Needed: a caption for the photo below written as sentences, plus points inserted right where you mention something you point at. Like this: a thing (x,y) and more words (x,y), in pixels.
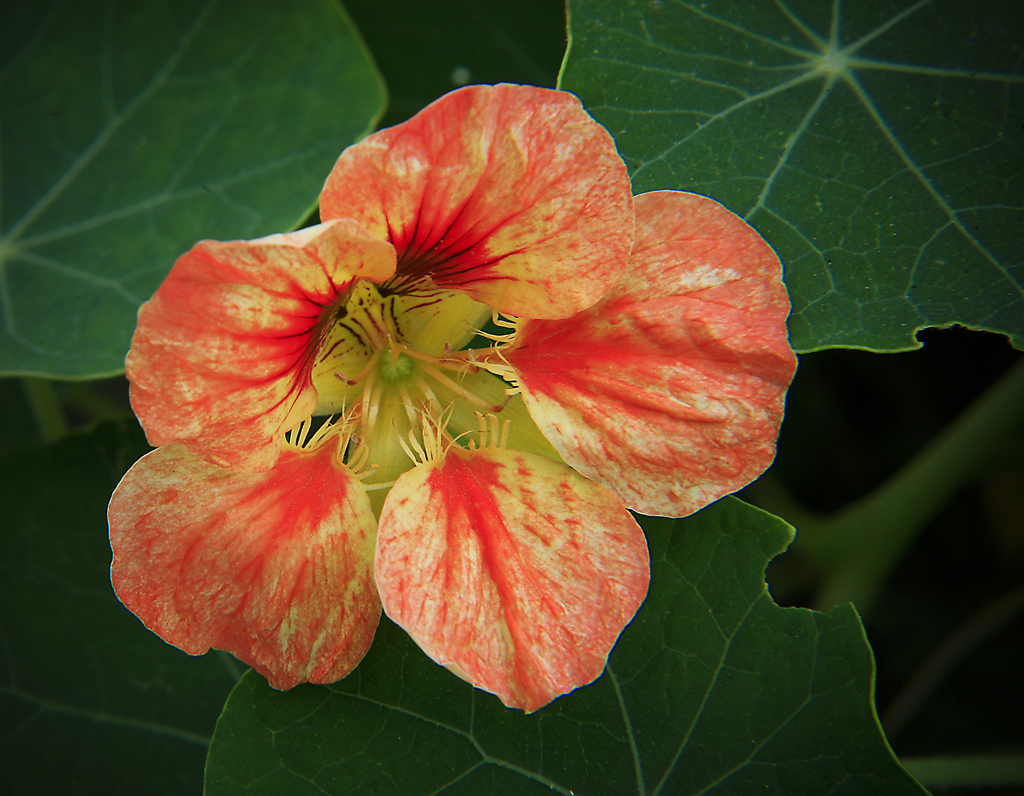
It is a beautiful flower (565,424), these are the leaves (707,59) of a plant (563,275).
